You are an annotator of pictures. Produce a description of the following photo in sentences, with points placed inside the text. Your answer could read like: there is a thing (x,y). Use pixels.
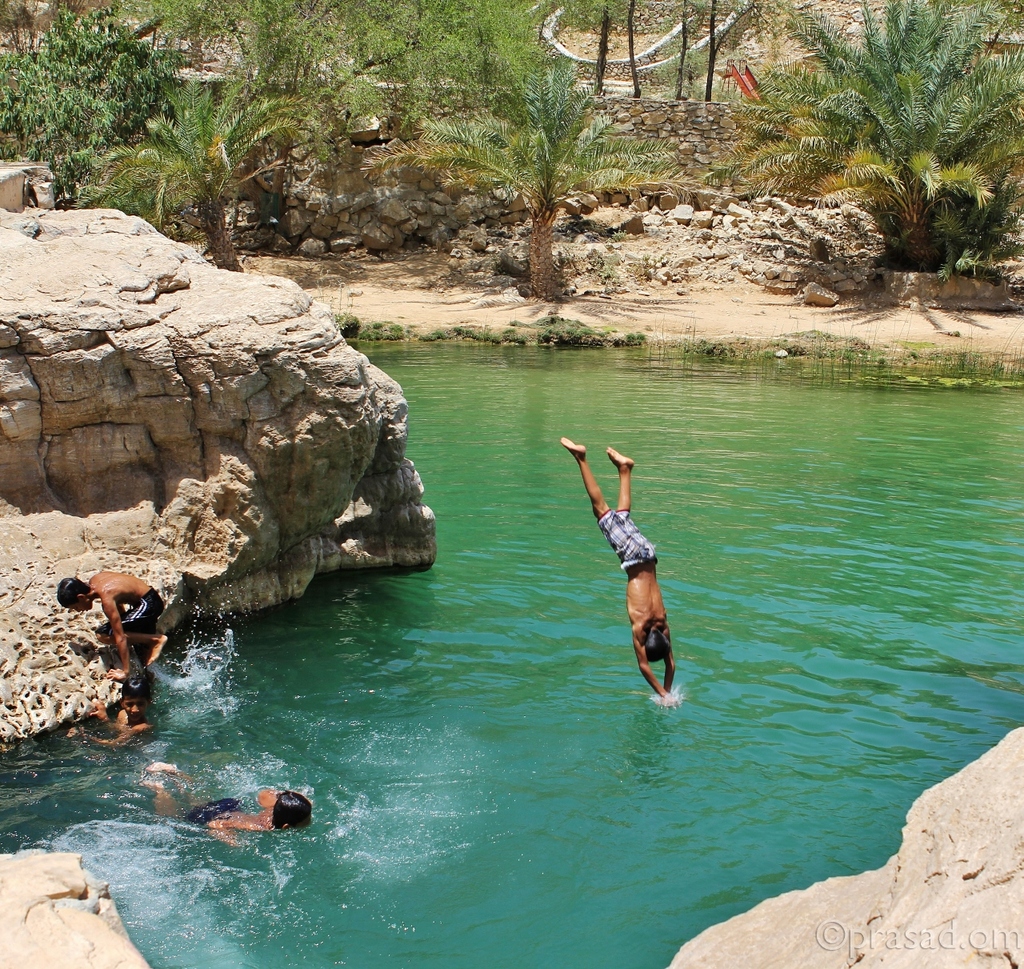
In this image at the bottom (304,885) there is one pond (545,406), in that pond (214,839) there are some boys (246,814) who are jumping and some of them are swimming. On the left side (119,341) there are some mountains (129,290), in the background (416,121) there are some trees (948,161) and wall (270,243) and stones (685,240) and sand (701,299).
